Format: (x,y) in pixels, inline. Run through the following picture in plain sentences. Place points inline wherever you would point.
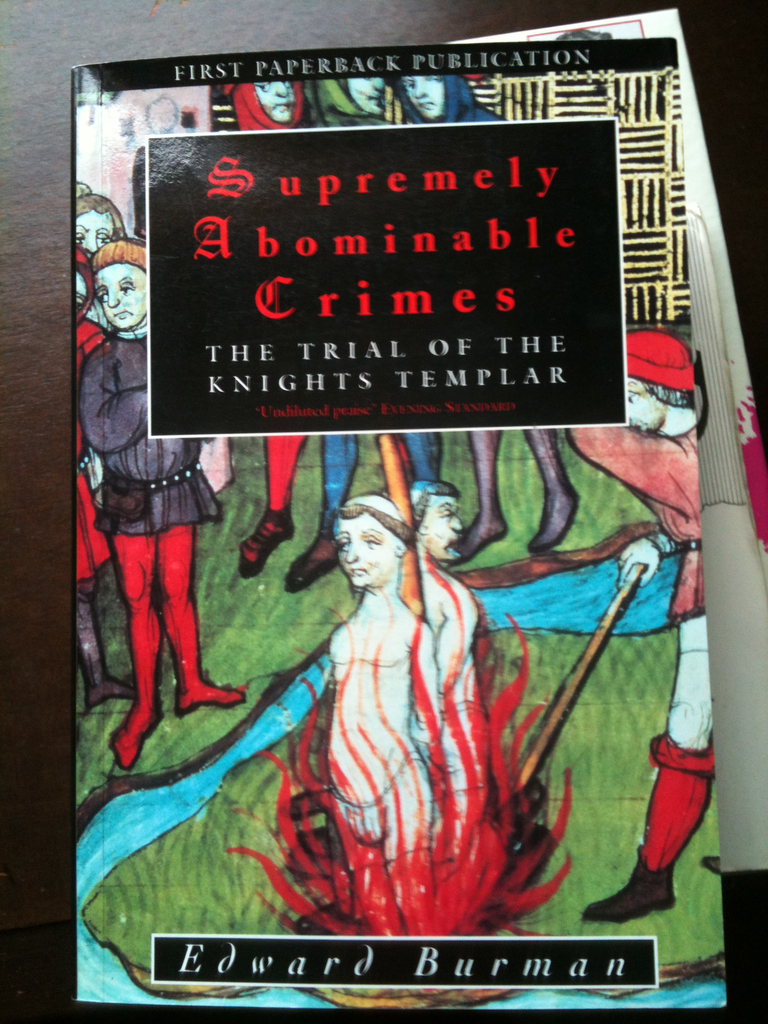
As we can see in the image there is a book (502,594). On book (391,653) there is grass (217,865), water (294,685) and few people (158,510).
